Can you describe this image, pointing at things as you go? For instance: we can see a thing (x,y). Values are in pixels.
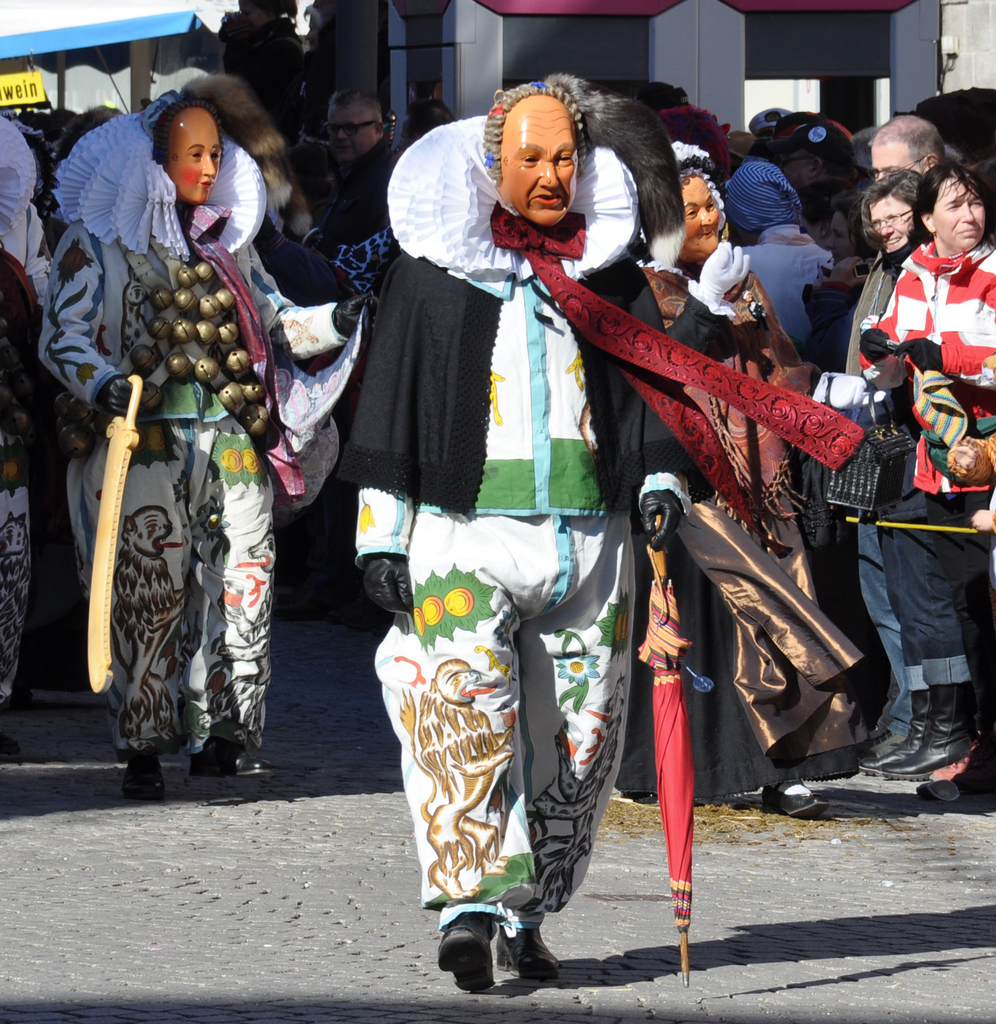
In this image we can see few people (259,382) with costume (406,542). In the back (819,301) there are many people (826,318). In the background (816,58) there is a building (762,72).
